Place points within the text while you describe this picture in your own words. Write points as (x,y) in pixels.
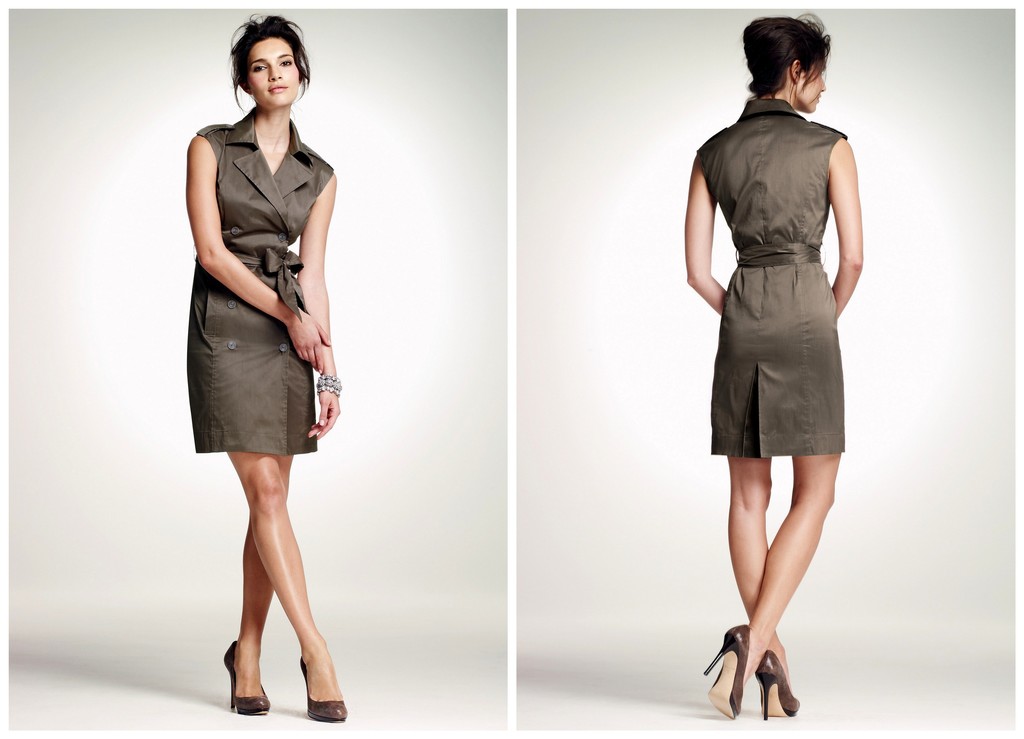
This picture is collage of 2 images. On the right side of the image (789,346) there is a woman (755,352) standing. On the left side of the image (273,310) there is a woman (259,323) standing and smiling.
